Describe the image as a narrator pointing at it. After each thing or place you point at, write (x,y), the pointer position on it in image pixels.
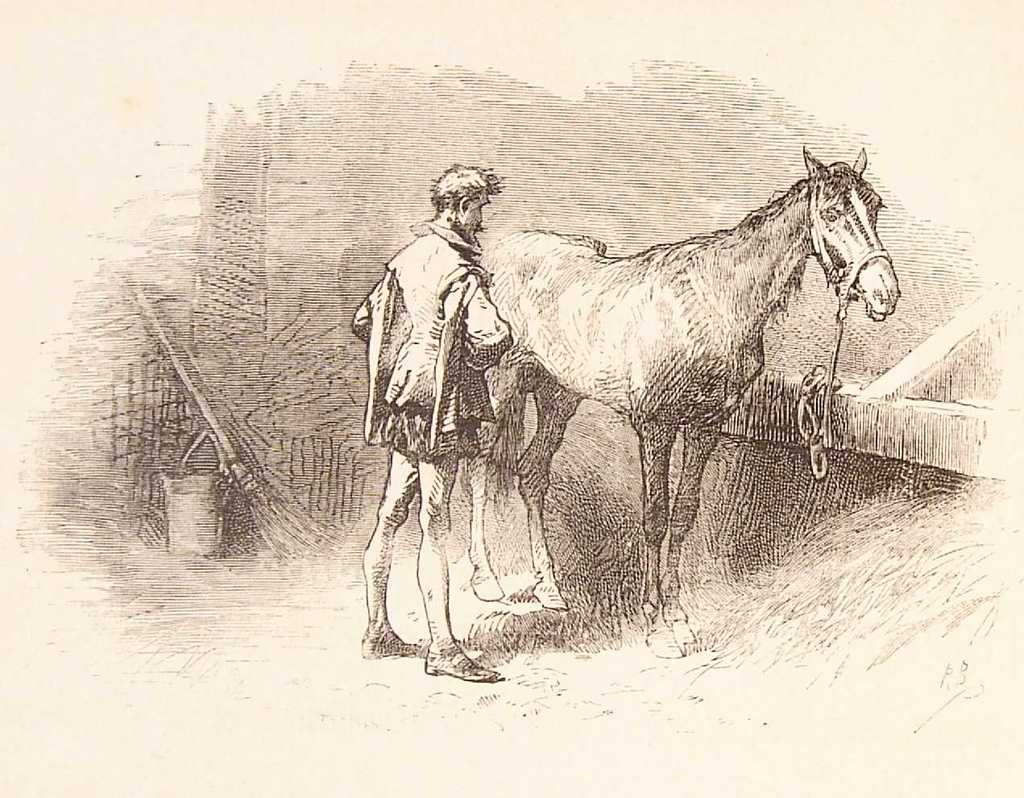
In this picture we can see a drawing (550,651) of a person (437,607) and a horse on the ground (484,646).
